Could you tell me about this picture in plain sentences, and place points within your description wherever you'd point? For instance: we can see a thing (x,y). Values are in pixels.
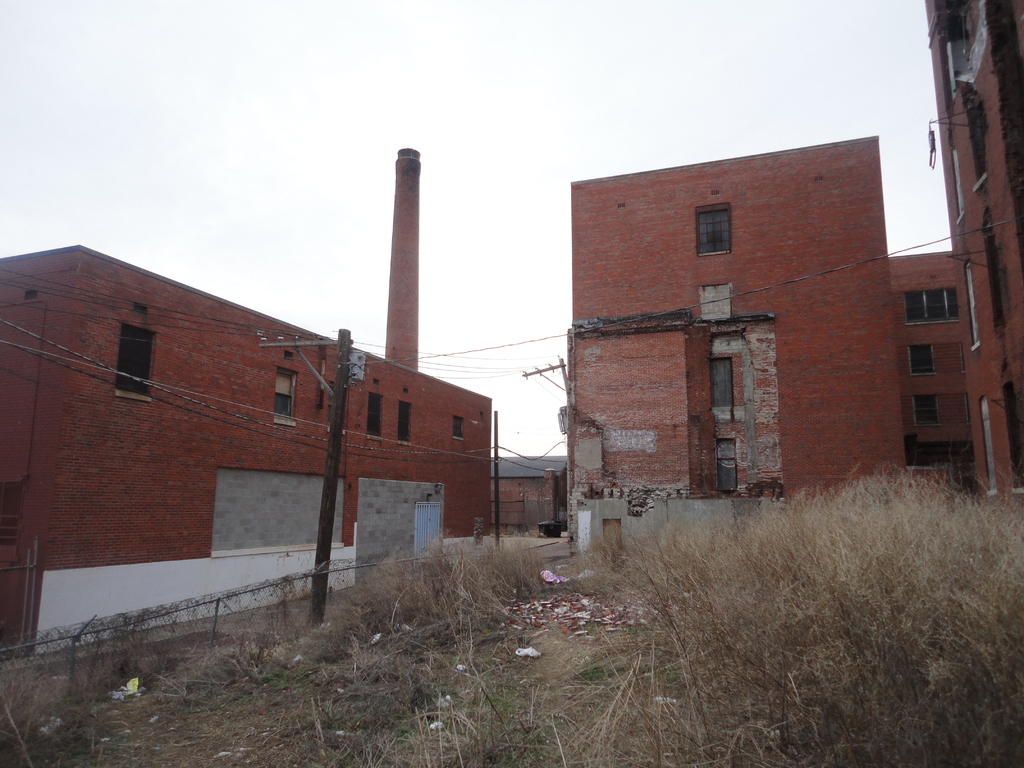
In the center of the image (662,267) we can see buildings (667,423), windows (910,296), poles (346,356), wires (491,354), tower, wall (687,317). At the bottom of the image (534,654) we can see fencing (233,610), plants (709,634), garbage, grass (264,734). At the top of the image (500,82) we can see the sky (549,77).
